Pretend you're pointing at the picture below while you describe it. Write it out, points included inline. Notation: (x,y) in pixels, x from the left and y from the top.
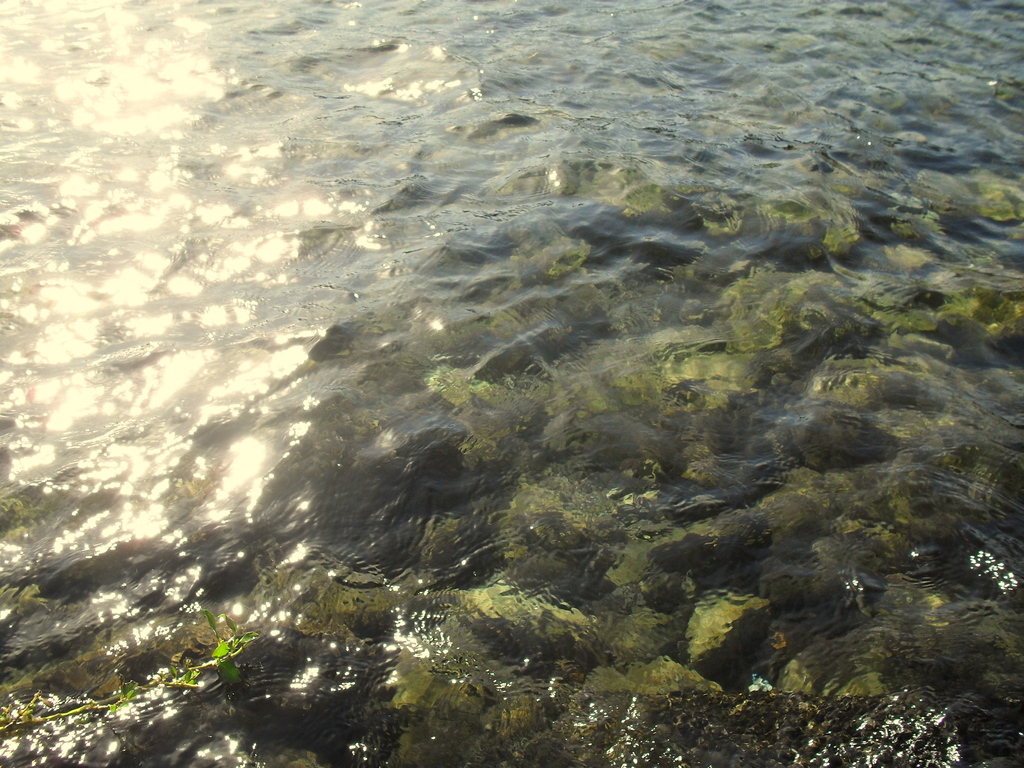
In this image I can see the water (517,429). In the water (533,390) I can see few green color objects (659,688).
